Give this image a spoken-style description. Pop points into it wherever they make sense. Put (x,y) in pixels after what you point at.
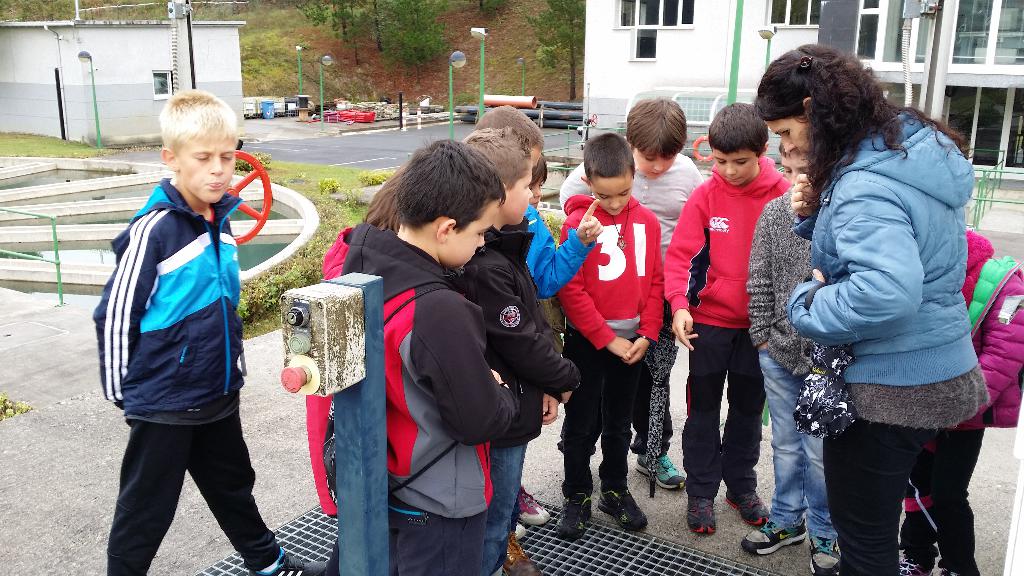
In this image few kids (469,300) are standing on the land (667,541) having metal grill (611,560) on it. There is a pole (362,461) having a machine (323,345) to it. A woman (891,278) wearing a blue jacket (864,257) is holding an umbrella (837,349) in her hand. Left side (171,455) there is a kid (151,453) wearing a blue jacket (168,326) is standing on the metal grill (601,568). Behind there is water (246,264). Beside there are few plants (319,232) on the grassland (321,176). There are few poles (482,94) and few objects (383,108) are on the pavement (457,135). There are two houses (661,38). Behind there are few trees (397,38) are on the land (346,64).
